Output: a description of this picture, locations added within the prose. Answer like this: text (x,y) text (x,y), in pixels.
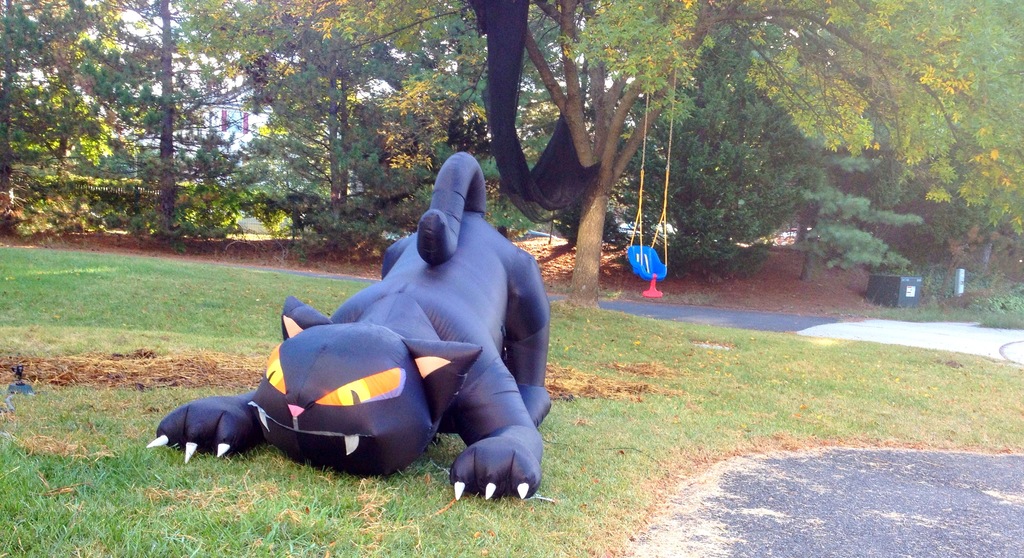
In the center of the image (403,348) we can see air balloon (402,333) on the grass (391,527). In the background (714,269) we can see a swing (649,249), trees (384,138), and a building (230,132).
